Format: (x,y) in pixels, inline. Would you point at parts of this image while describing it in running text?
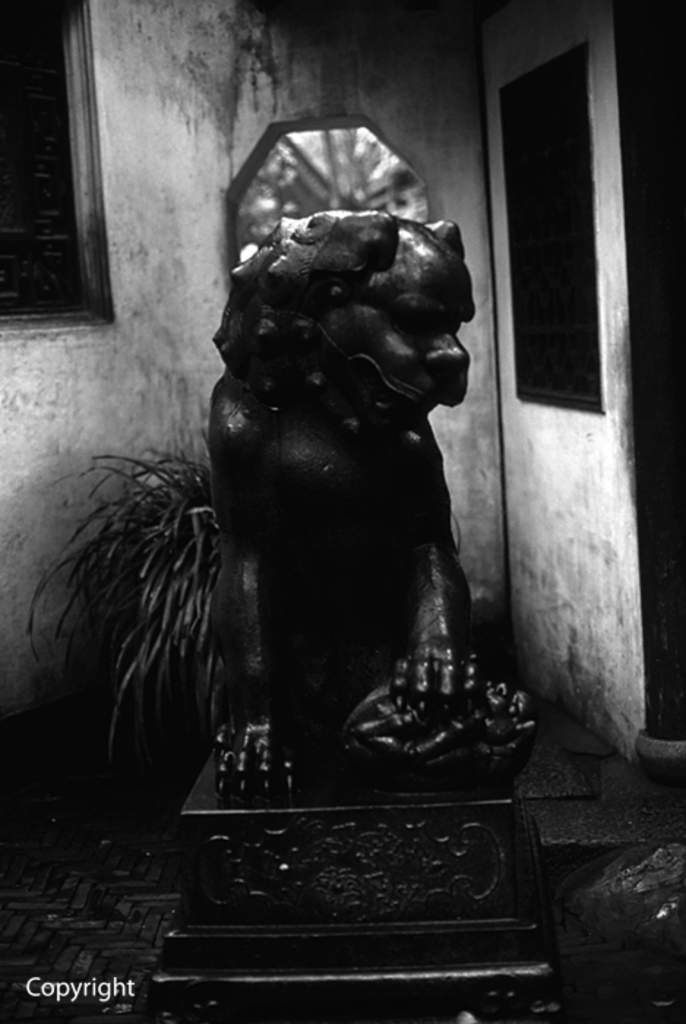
This is a black and white image. In the image there is a statue (346,320) of an animal (350,334) on the pedestal (346,858). Behind that statue (239,523) there is a plant (186,526). In the background (511,282) there is wall (199,103) with windows (425,206). In the bottom left corner of the image (81,989) there is something written on it.
